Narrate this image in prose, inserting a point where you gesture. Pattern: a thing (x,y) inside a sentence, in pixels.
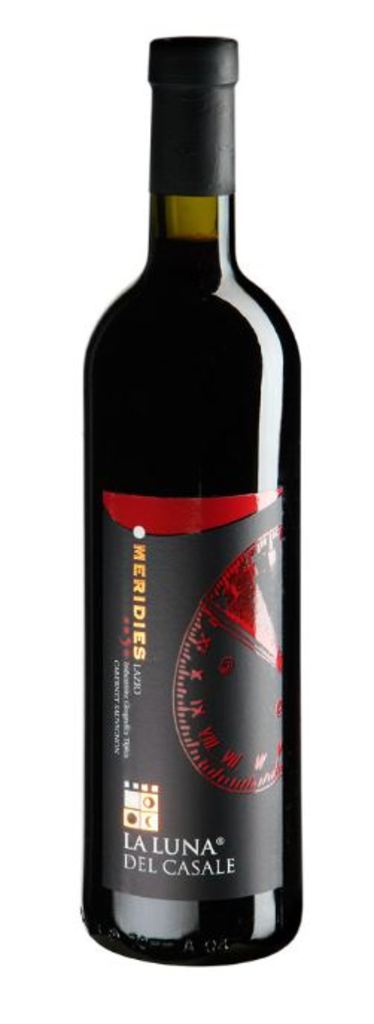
In this given picture there is a wine bottle (191,445) here.
